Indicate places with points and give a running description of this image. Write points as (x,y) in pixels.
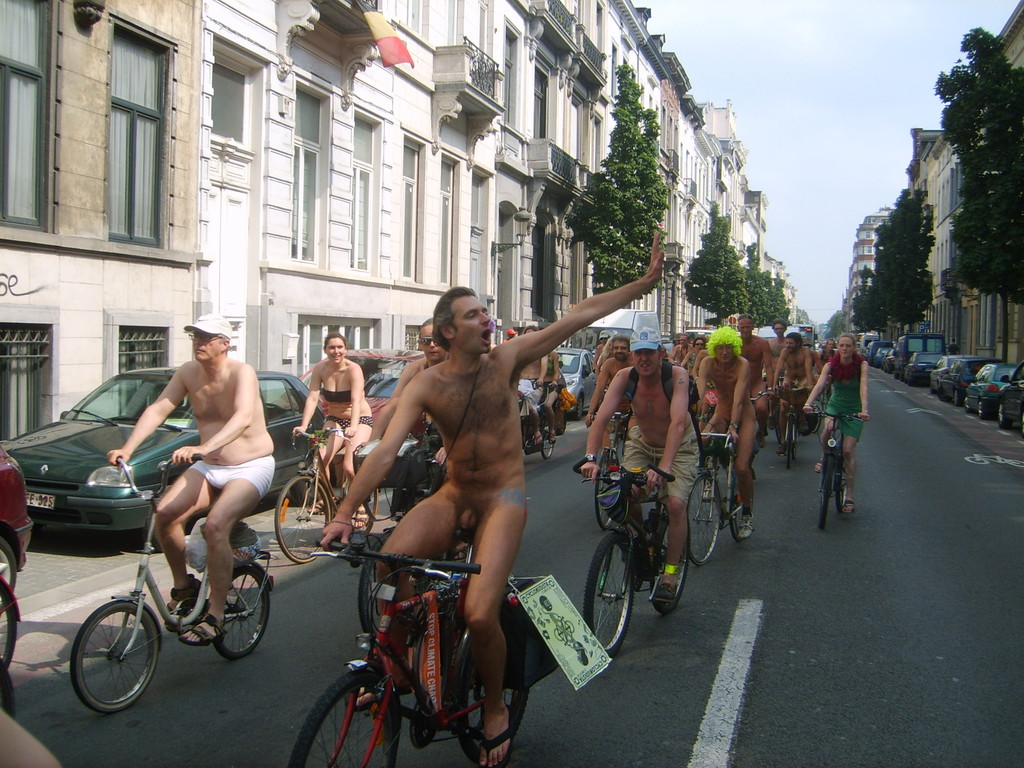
In the image we can see there are people (243,508) who are riding on the bicycle (141,495) on the road (812,672) and on the either side of them there are buildings (190,279) and trees (974,215). The cars (960,395) are parked on the road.
